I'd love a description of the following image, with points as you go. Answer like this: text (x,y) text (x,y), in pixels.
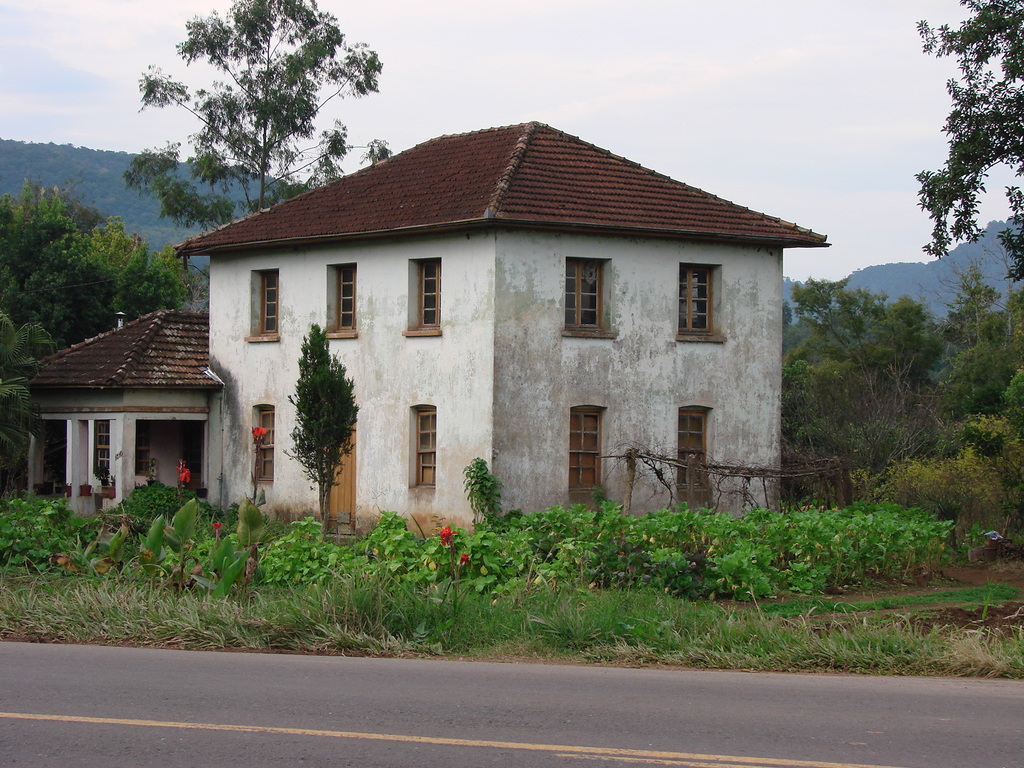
In this picture, we can see building (466,393) with windows (579,313), and we can see the road (458,668), ground (565,624) with grass (492,624), plants (777,540), trees (807,320), mountains (128,208), and the sky (639,9) with clouds (446,71).
